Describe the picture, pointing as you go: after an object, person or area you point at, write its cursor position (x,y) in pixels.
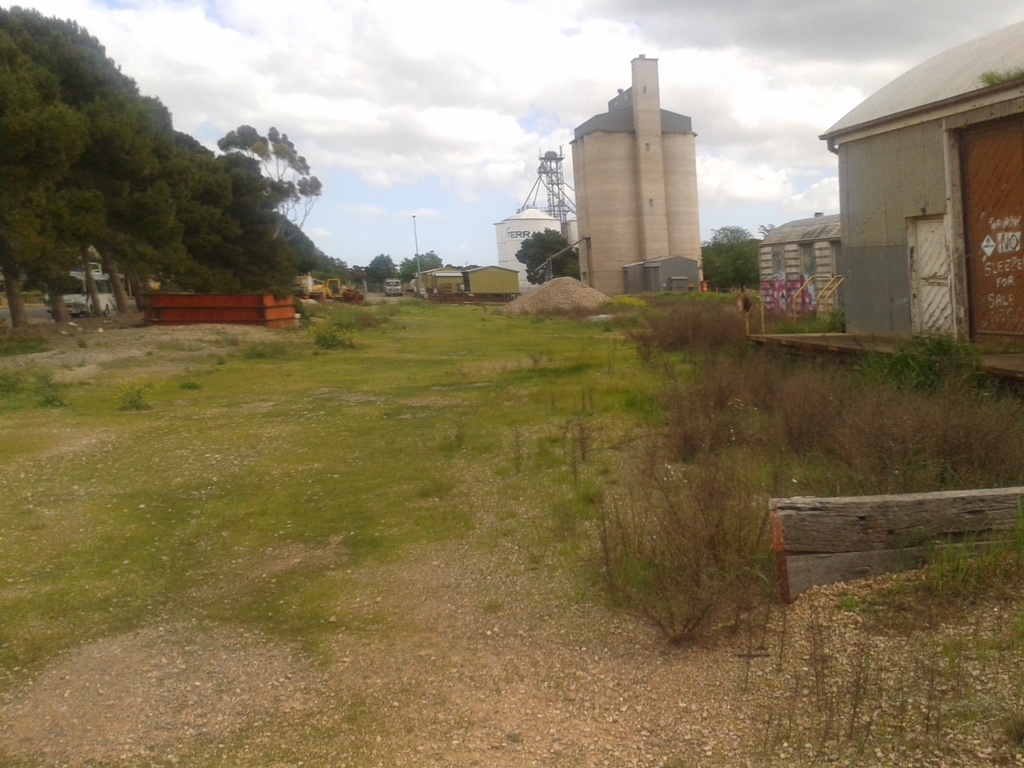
On the right side of the image (958,83) we can see there are sheds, trees (529,265), buildings (624,252) which looks like factories (617,271), on the left side of the image (326,277) we can see there are trees (60,216), vehicles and a few other objects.
